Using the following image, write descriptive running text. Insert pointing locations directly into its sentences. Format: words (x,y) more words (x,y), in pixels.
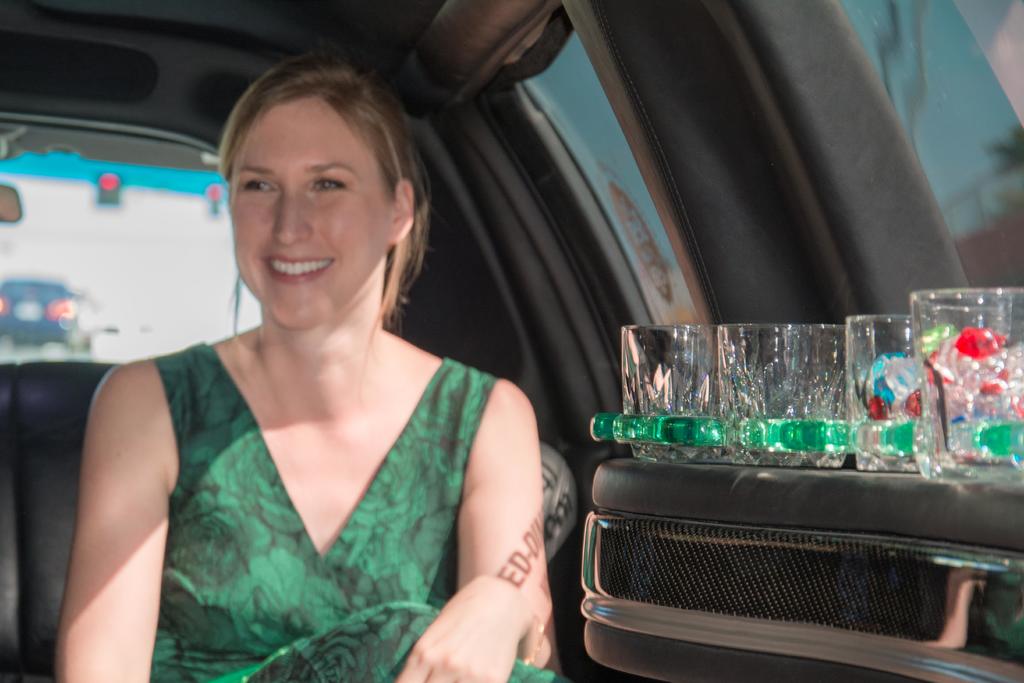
A picture inside of a car (42,638). This person (255,624) is sitting inside a car (845,600). On this ledge (887,484) there are glasses (679,388). Outside of this window (211,284) we can able to see vehicle (6,304).
